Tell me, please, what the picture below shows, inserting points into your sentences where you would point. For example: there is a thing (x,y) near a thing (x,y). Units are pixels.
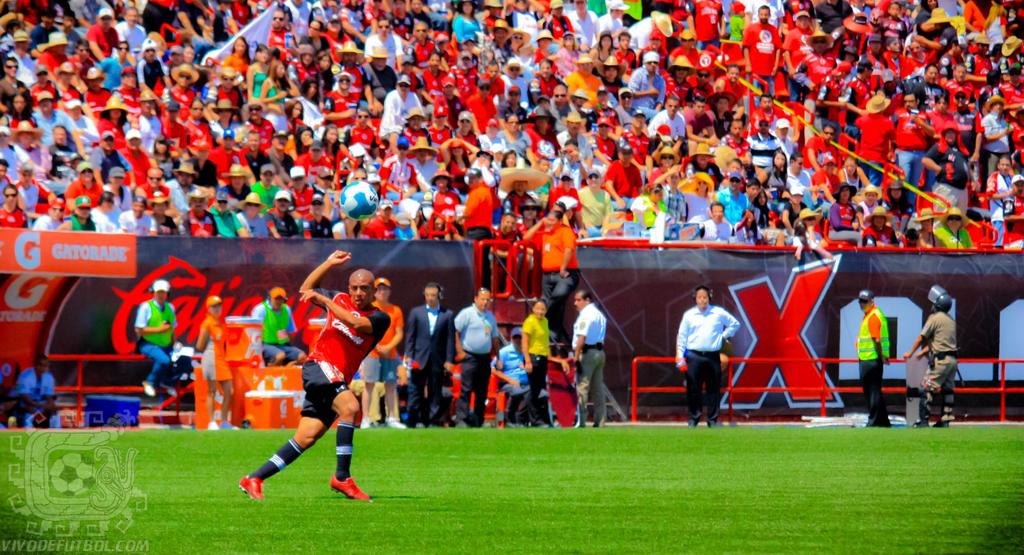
At the bottom of the image (341,422) on the ground (328,446) there is a person (341,439) running. Behind that person (289,455) there are many people (604,350) standing and also there are boxes (270,371). There are railings (636,371). Behind them there are banners (86,260) with text (917,322) on it. Behind the banners (471,241) there are many people (701,69) sitting. There are few people (611,99) with hats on their heads (620,72). And also there are holding flags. In between them there is railing (920,195). And also there is a watermark (65,535).
